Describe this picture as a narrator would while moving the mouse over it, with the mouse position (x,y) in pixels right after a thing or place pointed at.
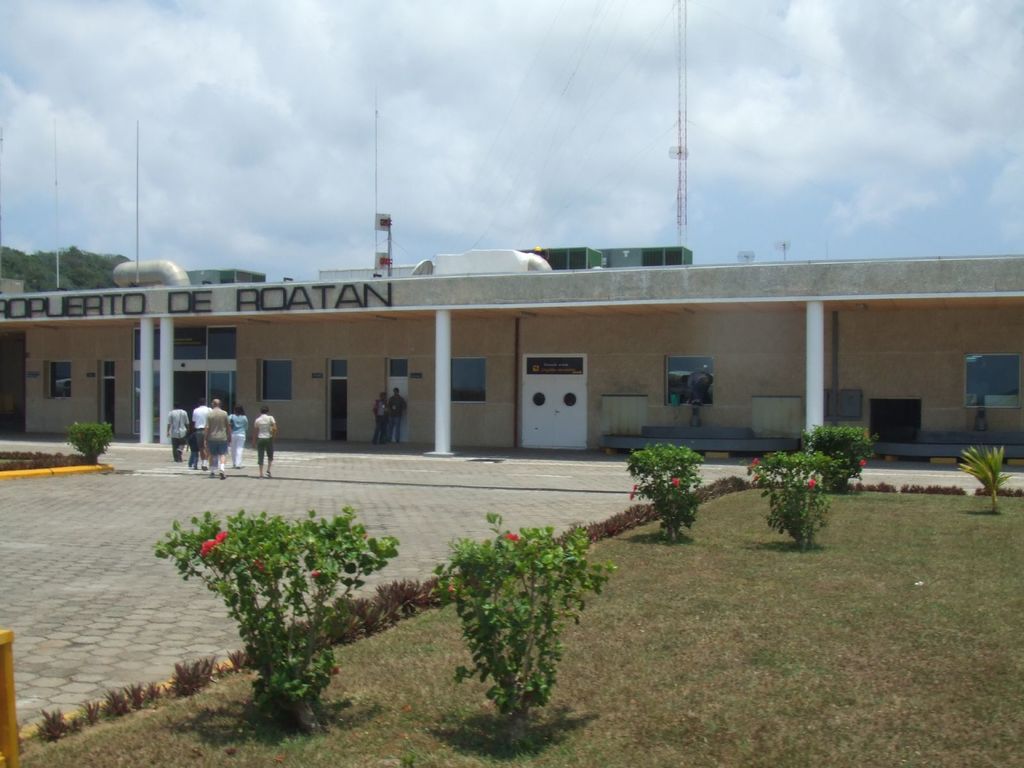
In this image there is a building (95,347), in front of the building (458,344) there are pillars (146,382) and a few people (213,421) standing and walking on the path (269,505). On the either sides of the path (19,444) there are plants (549,557) and flowers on the surface of the grass (689,680). In the background (315,261) there are trees (45,283) and the sky (545,133).
